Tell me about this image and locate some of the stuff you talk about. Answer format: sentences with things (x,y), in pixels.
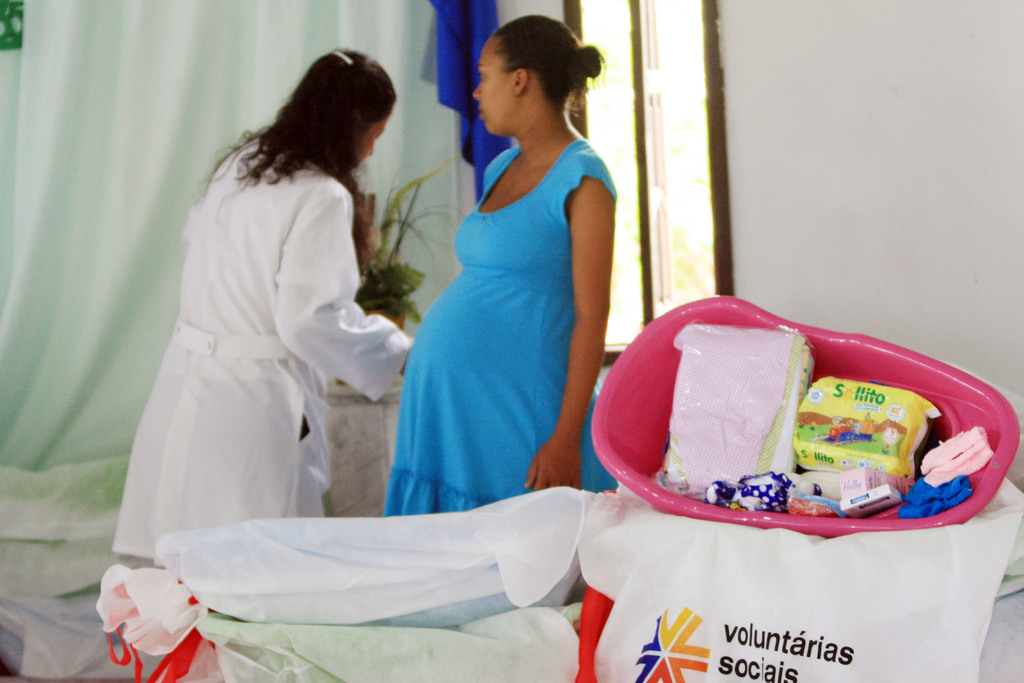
In this image in the front (779,600) there is a carry bag (774,614) with some text (788,637) written on it and there is a plastic tub (645,399) with some objects (895,450) on it. In the center (569,315) there are persons (308,286) standing. In the background (278,58) there is a curtain (283,32) and there is a window (682,121) and there is a plant (403,268) and there is a cloth (460,60) hanging which is blue in colour.
